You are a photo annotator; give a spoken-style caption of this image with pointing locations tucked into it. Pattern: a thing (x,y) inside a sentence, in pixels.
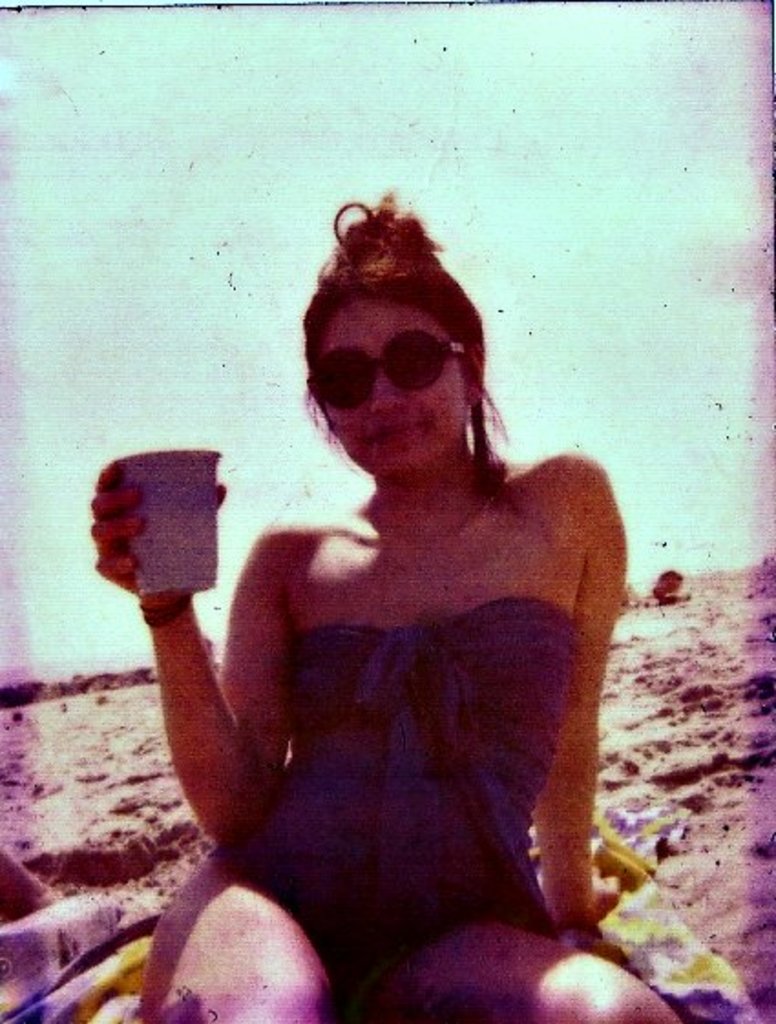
In this picture there is a old photograph of the woman (473,808) wearing black top (479,768) and sitting on the beach side (627,783), holding the tea cup (153,513) in the hand (124,492) and smiling. Behind there is a beach sand (688,633).
